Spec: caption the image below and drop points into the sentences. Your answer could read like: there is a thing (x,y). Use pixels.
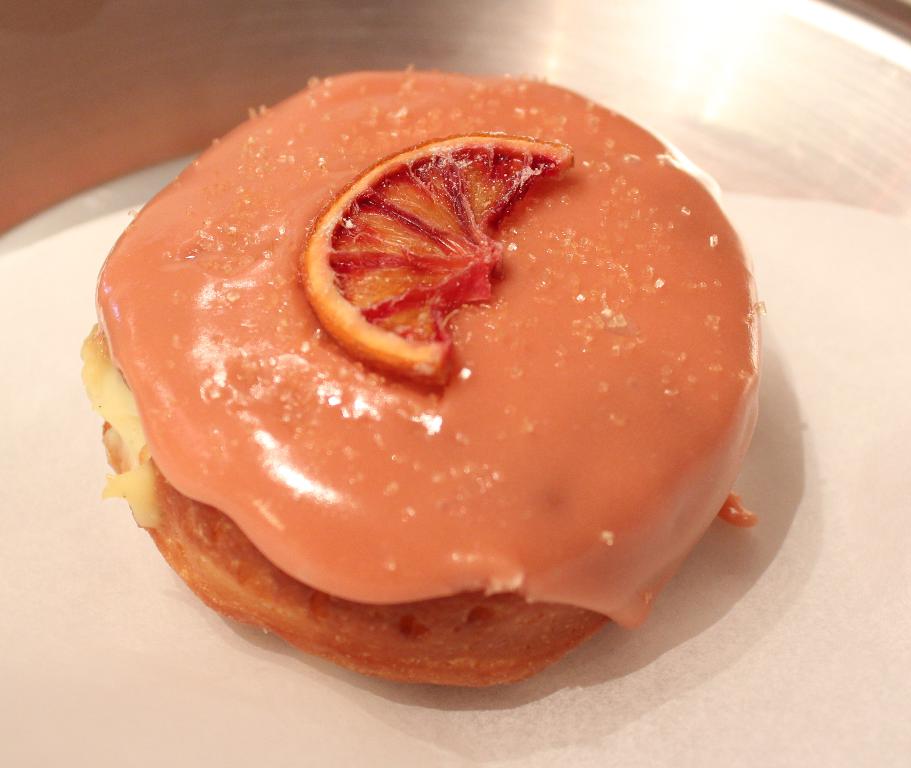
In this picture there is a plate (867,751). On that plate (724,620), we can also see some food items (542,412) which is in orange color.
